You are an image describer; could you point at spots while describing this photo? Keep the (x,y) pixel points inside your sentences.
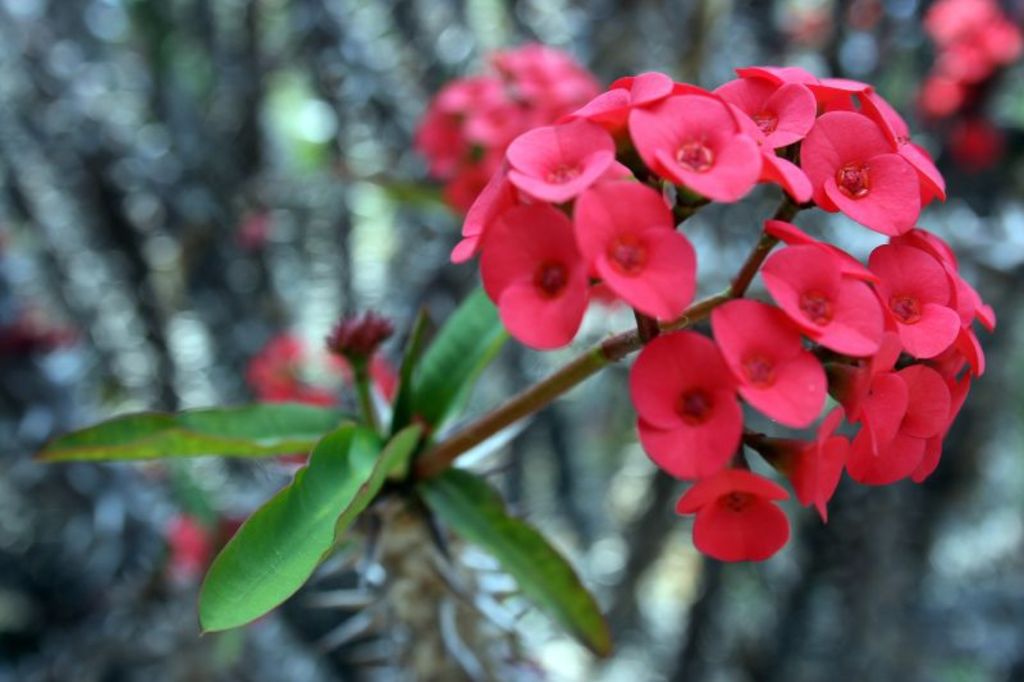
We can see pink flowers (505,247), stem (473,430) and green leaves (172,440). In the background (505,33) it is blur.
